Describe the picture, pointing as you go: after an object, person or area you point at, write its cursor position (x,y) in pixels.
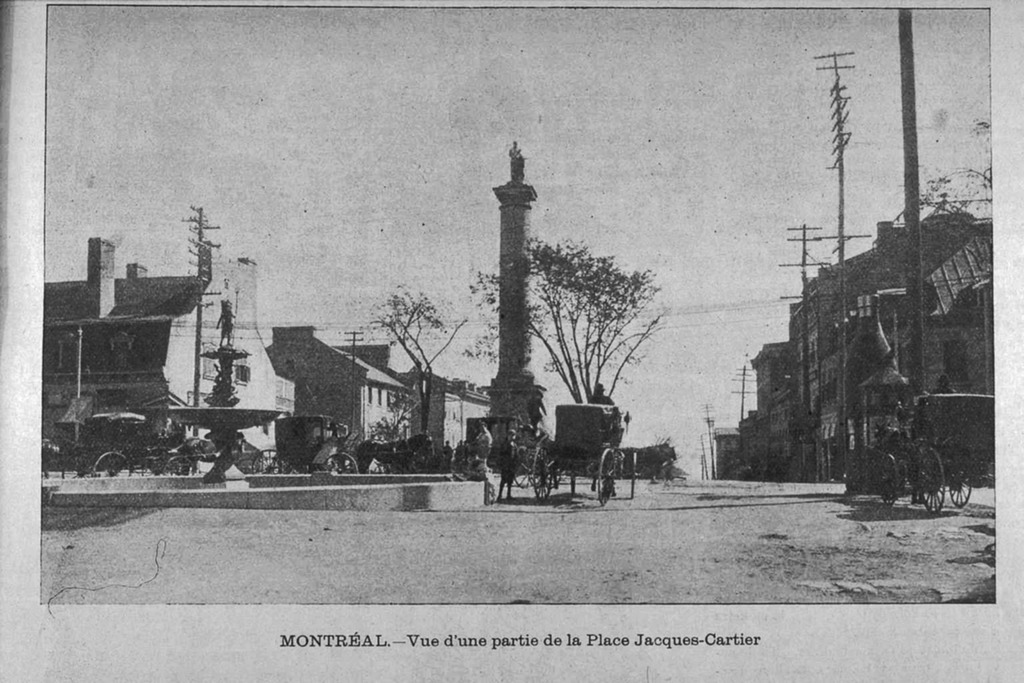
In this image we can see buildings (147,374), carts (180,454), tower (507,411), electric poles (805,370) on the paper (514,490). At the bottom of the image (606,633) there is text (294,645).
